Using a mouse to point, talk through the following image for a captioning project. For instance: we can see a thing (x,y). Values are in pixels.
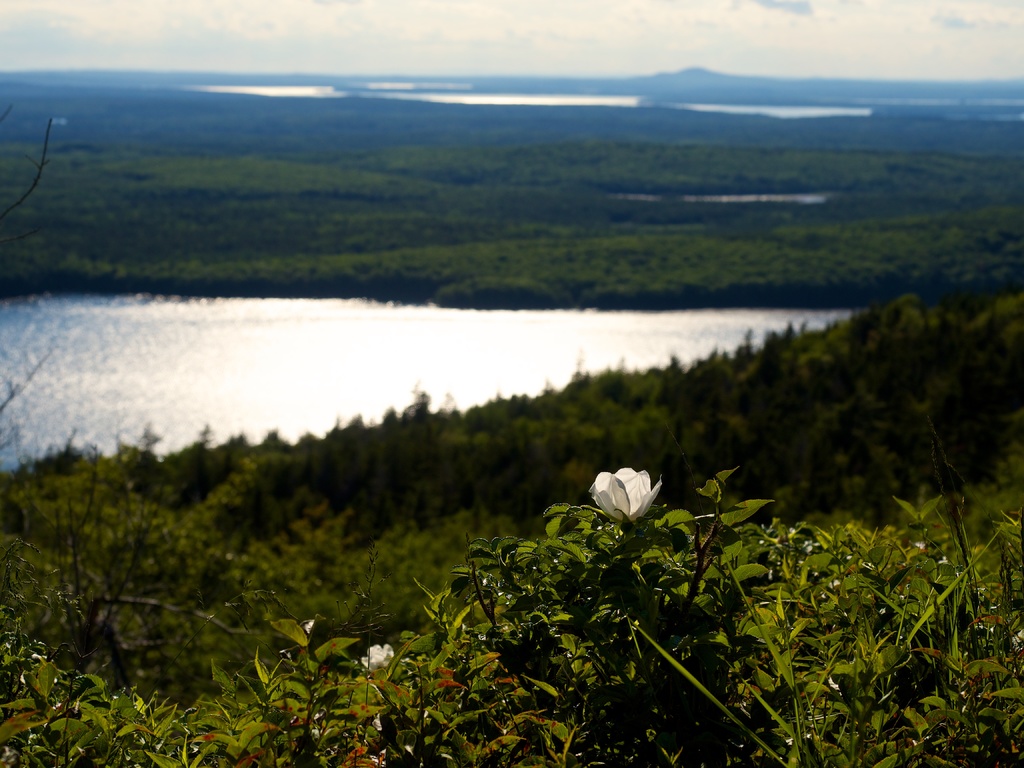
In the image we can see plants (726,590), flower (627,510) white in color, water (267,405) and a sky (633,46).
